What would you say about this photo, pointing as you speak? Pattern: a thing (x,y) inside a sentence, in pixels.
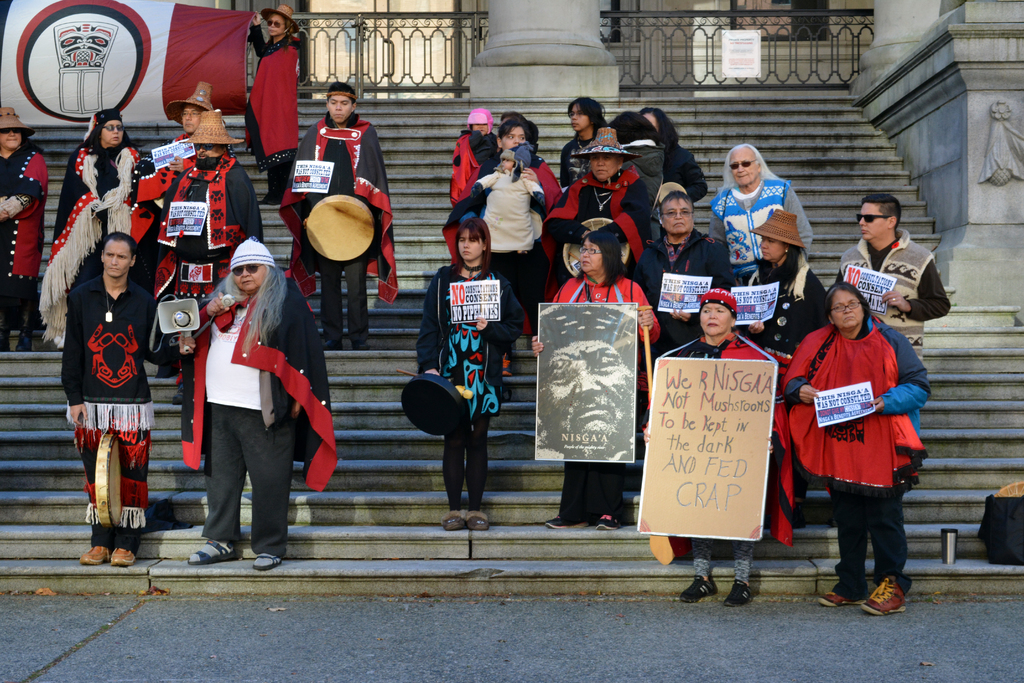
These persons (331,409) are standing on a steps (519,470) and holding posters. This man (123,306) is holding a speaker (172,313). Far there is a banner (176,40) this woman (265,46) is holding.
